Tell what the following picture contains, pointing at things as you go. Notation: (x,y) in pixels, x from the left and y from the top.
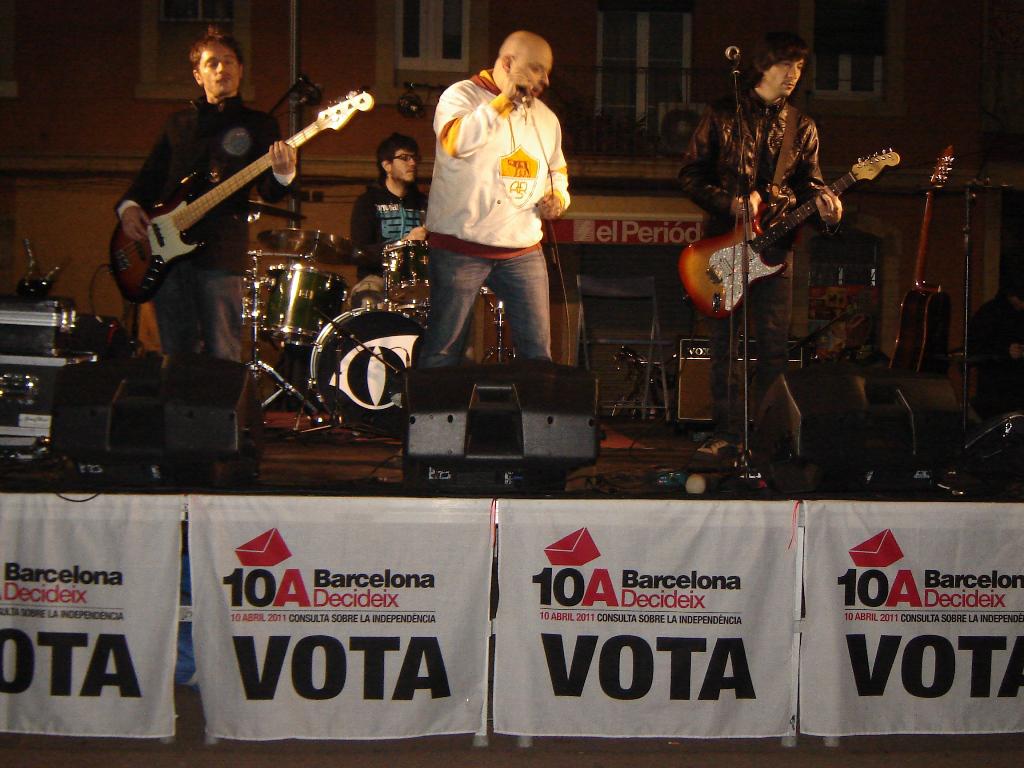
in the center (518,313) we can see the four persons (826,202). In front (737,150) three of the persons (504,144) were standing, and the two persons (293,182) were holding the guitar (700,267). Middle person (493,232) holding the microphone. Coming to background (368,214) we can see one man (390,202) sitting and the wall (420,164) and some musical instruments (322,295).
